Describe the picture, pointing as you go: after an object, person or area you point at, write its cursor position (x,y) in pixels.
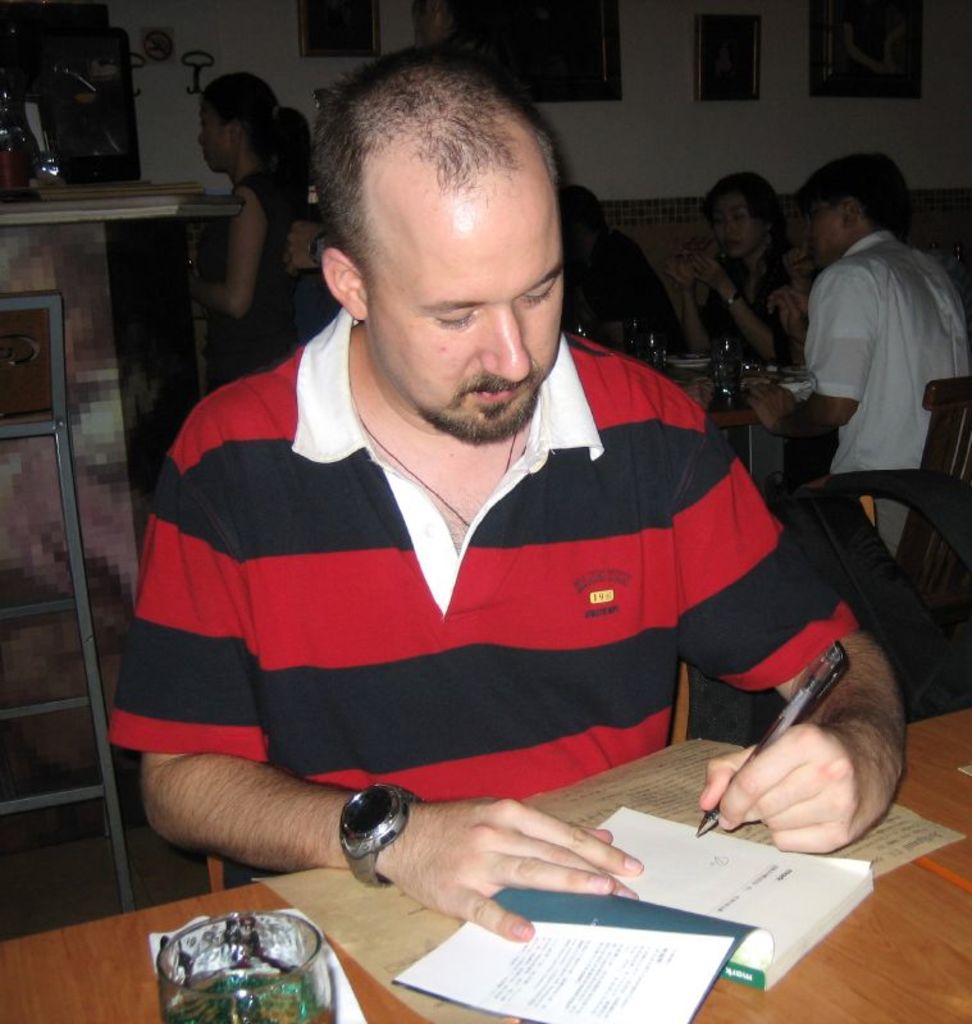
In this image I can see a group of people (499,478) are sitting on the chairs (935,463) in front of a table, plates (787,375), glasses (730,369) and a person (499,767) is holding a pen (705,826) in hand (720,776). In the background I can see a wall (214,69), photo frames (559,84) and a table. This image is taken may be in a hall (187,290).
